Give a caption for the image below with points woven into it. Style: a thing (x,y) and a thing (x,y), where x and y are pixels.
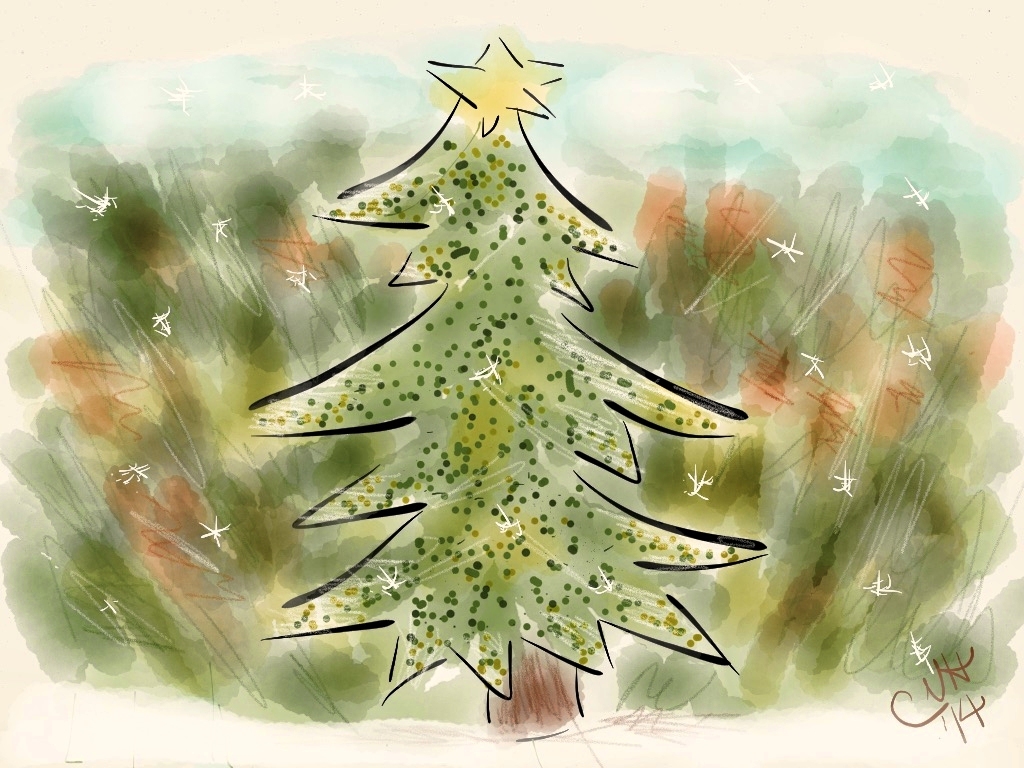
In this picture there is a tree (512,475) and the background (110,416) is greenery (766,459).
